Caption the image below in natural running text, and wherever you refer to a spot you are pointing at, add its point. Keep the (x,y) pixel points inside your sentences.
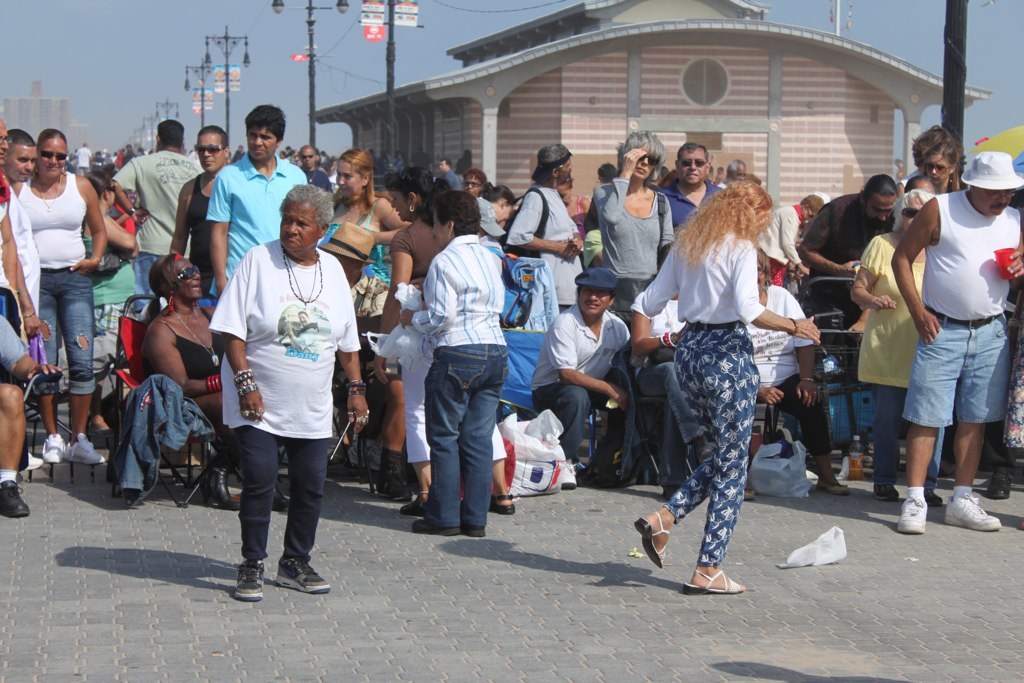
In this image, we can see a group of people (984,222). Few are standing sitting and walking on the path (795,661). Here we can see few objects (850,448), bottle (860,441), carry bags (797,466) and things (133,469). Background (879,107) we can see street lights (280,3), poles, banners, house (613,84), wall (572,123) and sky (44,43).
